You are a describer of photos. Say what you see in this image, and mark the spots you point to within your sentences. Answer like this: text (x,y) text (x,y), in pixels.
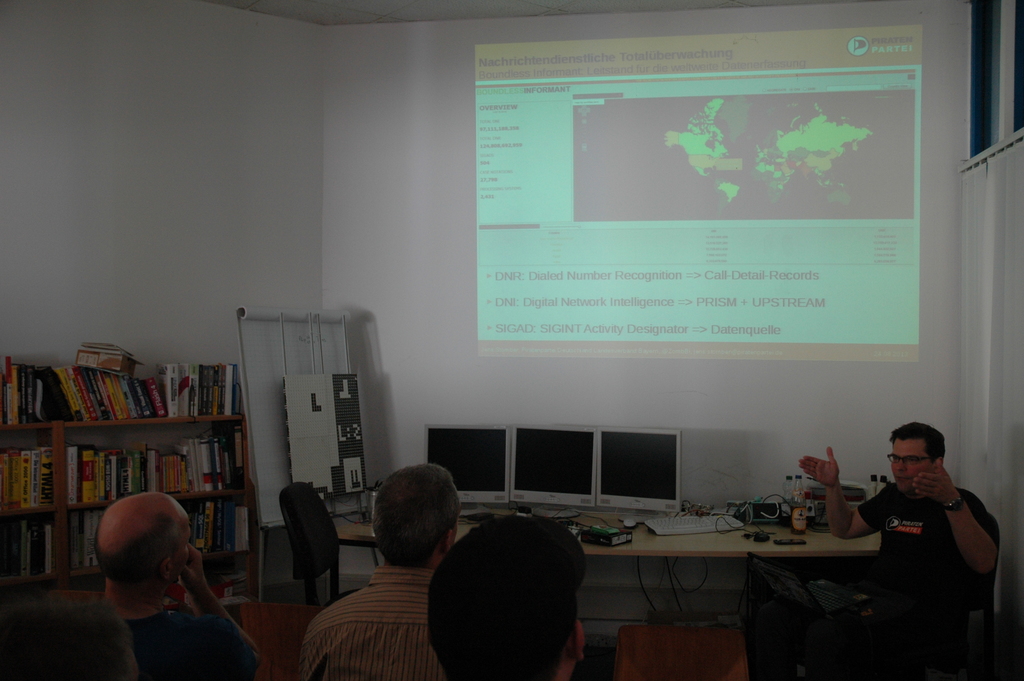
At the bottom of the image (541,591) we can see persons (377,580) and books (85,395) placed in shelves (57,521). On the right side of the image (919,531) we can see a person (889,544) sitting at the table (639,544). On the table (869,545) we can see computers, keyboard (654,530) and some objects (784,519) placed on the table (774,541). In the background (771,210) we can see wall (359,257).
